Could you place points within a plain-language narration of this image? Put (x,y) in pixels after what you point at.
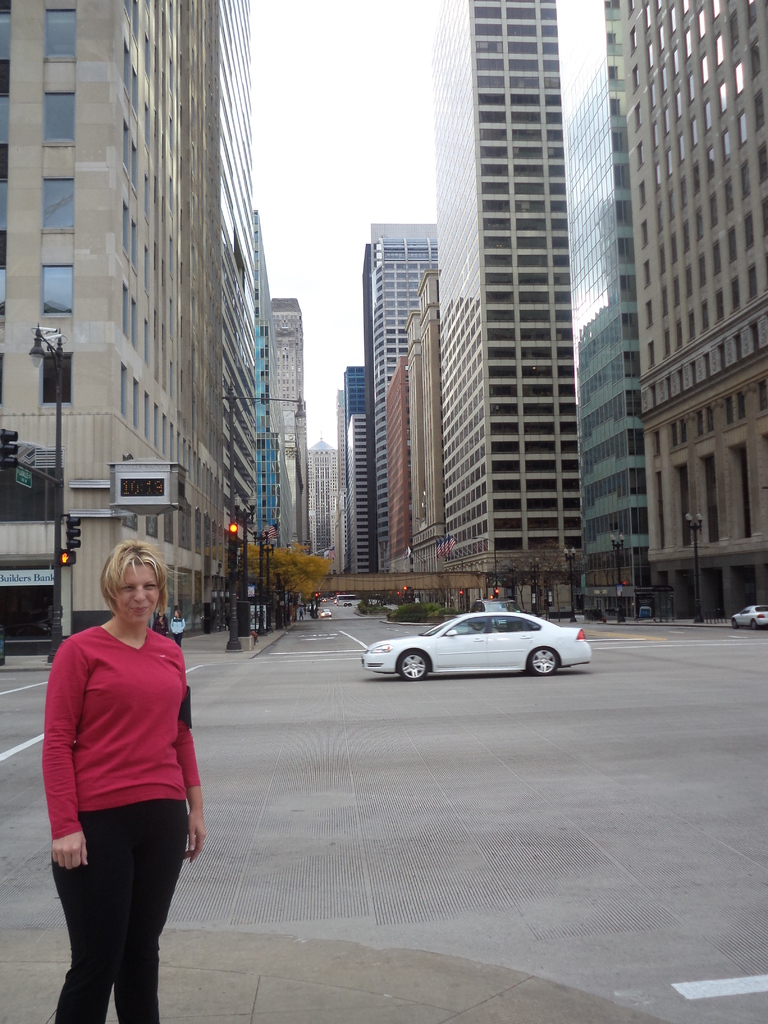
This picture is clicked in the city. In front of the picture, we see a woman (182,760) in the red T-shirt (112,773) is standing. She is smiling and she might be posing for the photo. At the bottom (479,968), we see the pavement (396,1006). In the middle (345,682), we see a white car (542,662) is moving on the road (484,732). On the left side (67,553), we see the traffic signals (15,463). On the right side (748,607), we see a white car (759,605) moving on the road (726,638). There are buildings (222,488), trees (288,561), street lights (272,542) and poles (233,517) in the background (303,586). At the top (352,139), we see the sky (370,144).
